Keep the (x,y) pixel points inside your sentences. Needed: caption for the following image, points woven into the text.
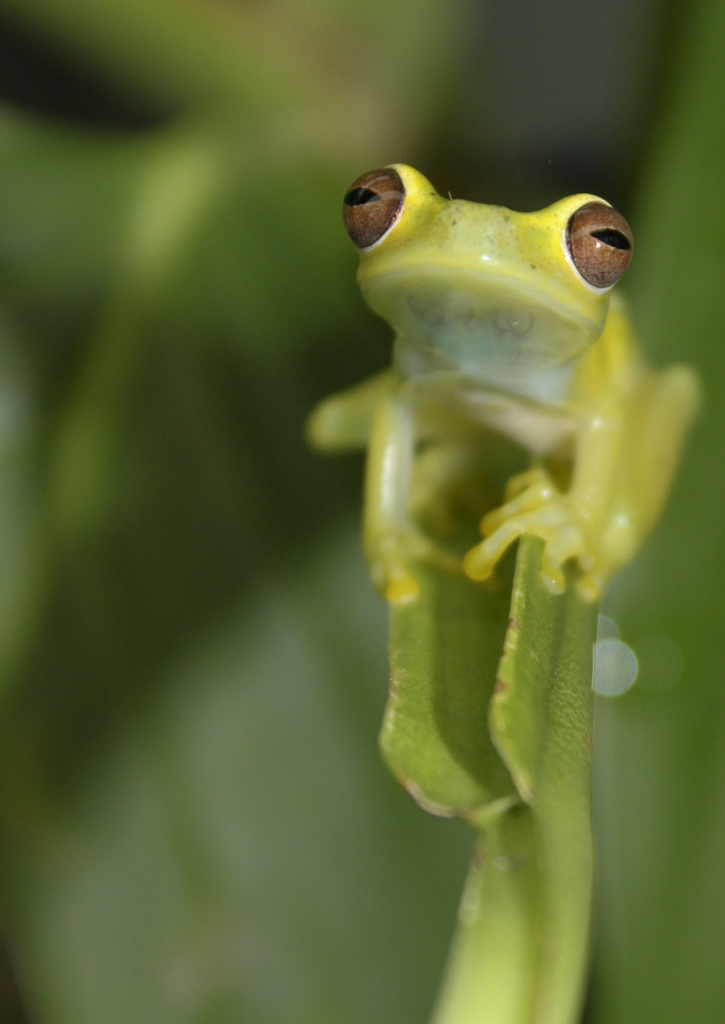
In this image I can see a frog (517,378) which is green, yellow, brown and black in color is on a leaf (524,649) which is green in color. I can see the green colored background (392,135).
